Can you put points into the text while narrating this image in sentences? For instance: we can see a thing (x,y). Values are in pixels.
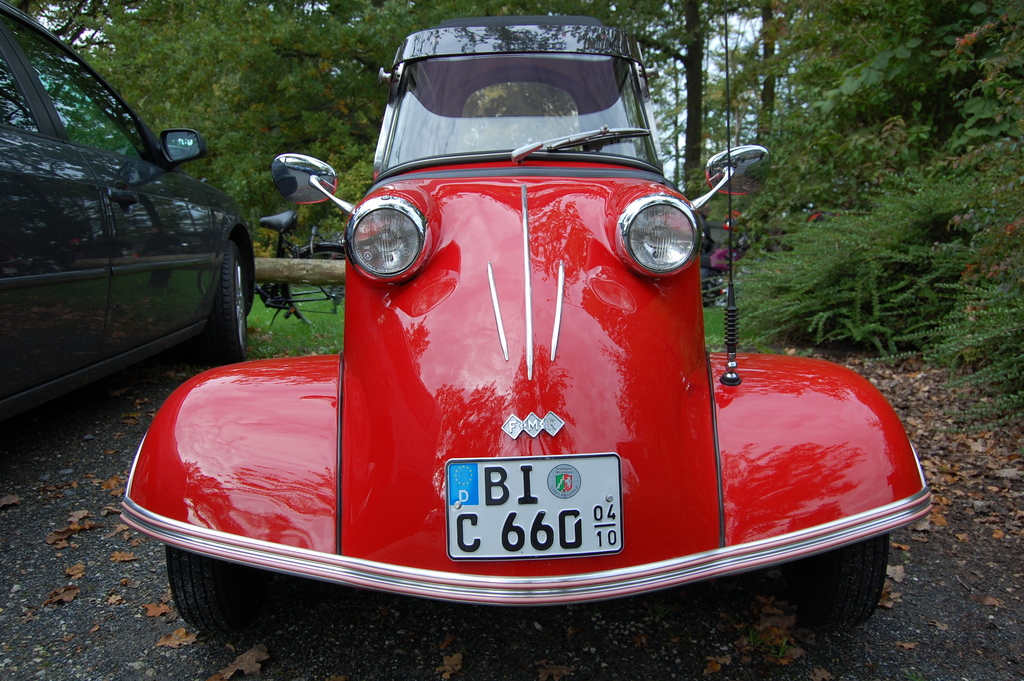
There is a red color car (509,390) in the middle of this image (490,430), and there is a another car (49,295) on the left side of this image (124,296). There are some trees (766,321) in the background (754,295). There is one bicycle (286,290) in the middle of these two cars (435,272).
